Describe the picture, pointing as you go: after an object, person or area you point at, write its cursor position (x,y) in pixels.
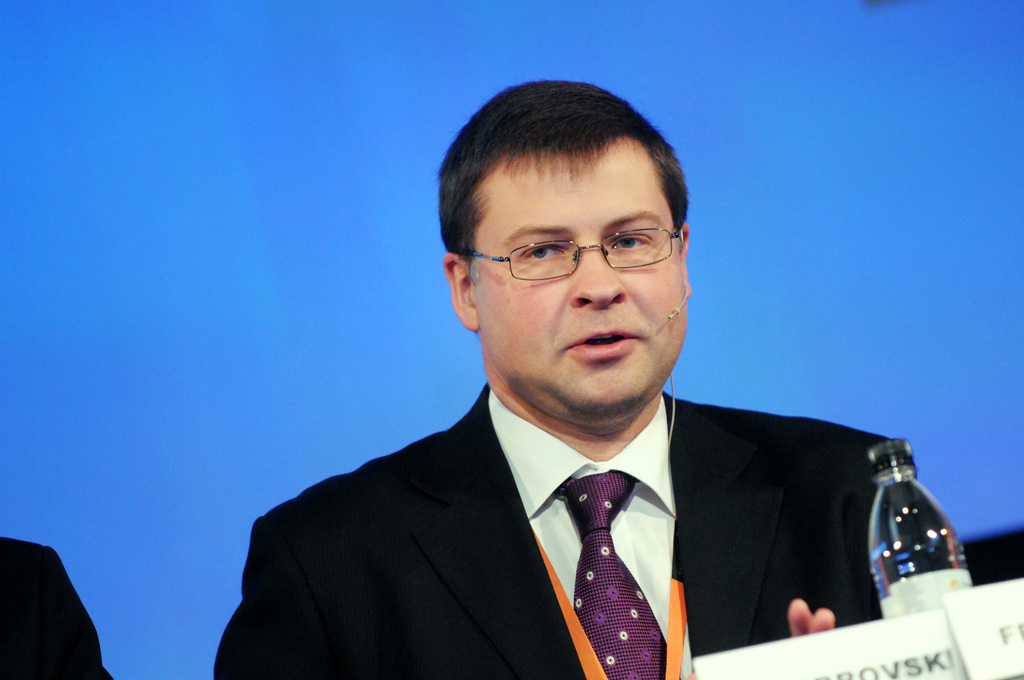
In this image there is a person (617,584) wearing suit (822,585) and tie (613,585). Before him there are two name boards (931,620) and bottle (921,565). He is wearing spectacles (630,252). Left bottom there is a person (15,584). Background (115,438) is in blue color.
